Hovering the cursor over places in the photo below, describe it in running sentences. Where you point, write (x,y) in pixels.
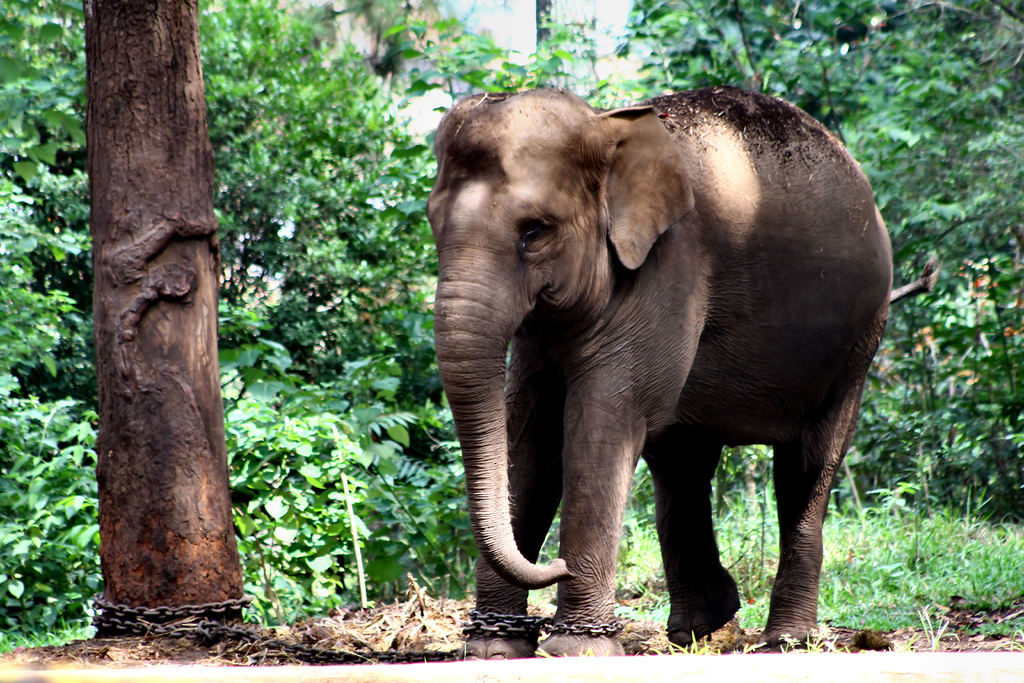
This is an elephant (523,410) standing, which is tied with an iron chain (360,652). Here is the tree trunk (184,501). In the background (310,415), I can see the trees (375,50) and plants (365,477). This looks like the grass (928,581).
